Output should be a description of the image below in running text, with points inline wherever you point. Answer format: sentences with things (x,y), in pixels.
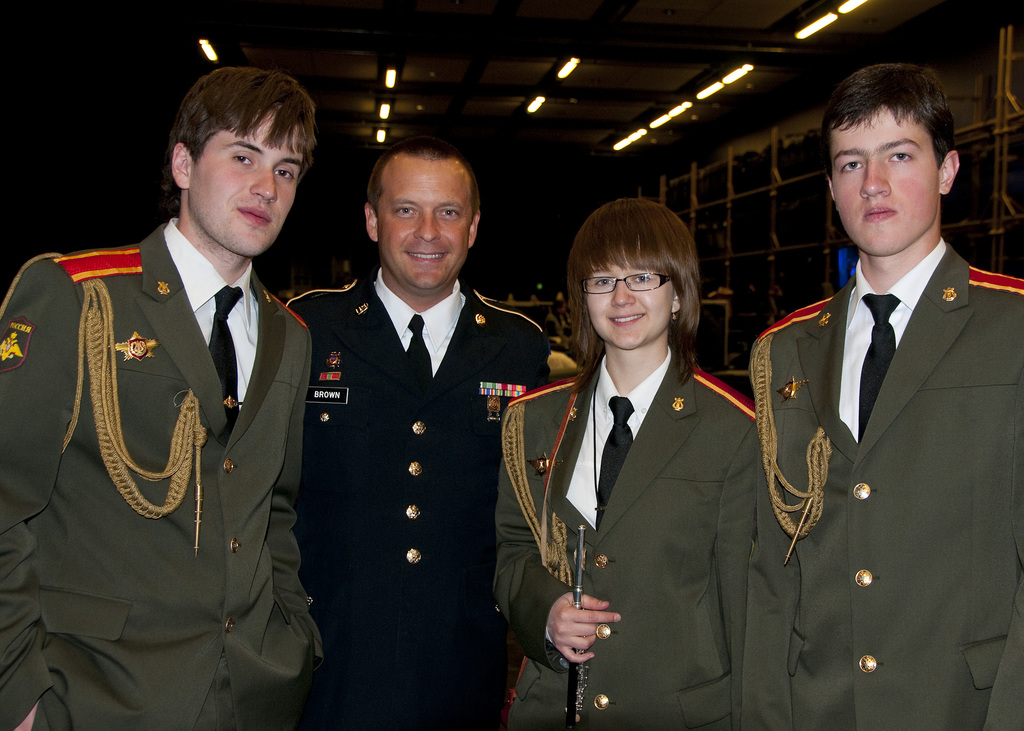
In the foreground of the picture (629,611) there are four person (305,403) standing wearing military uniforms (588,405). In the background (726,185) there are racks (773,187). At the top (428,54) there are lights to the ceiling (581,95).
